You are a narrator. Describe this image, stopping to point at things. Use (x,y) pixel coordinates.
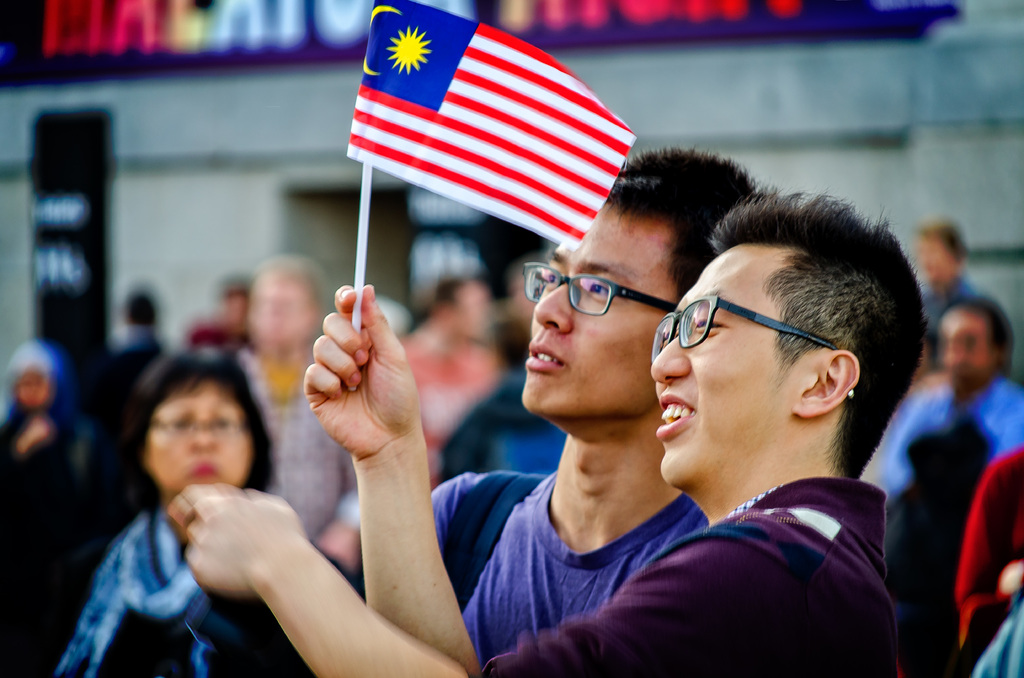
In this picture there are people (1023,588) and a wall (910,121) with some text (925,2) in the background (990,186). And there are two people (259,515) in the foreground (333,343) holding a red and white flag (369,183).
